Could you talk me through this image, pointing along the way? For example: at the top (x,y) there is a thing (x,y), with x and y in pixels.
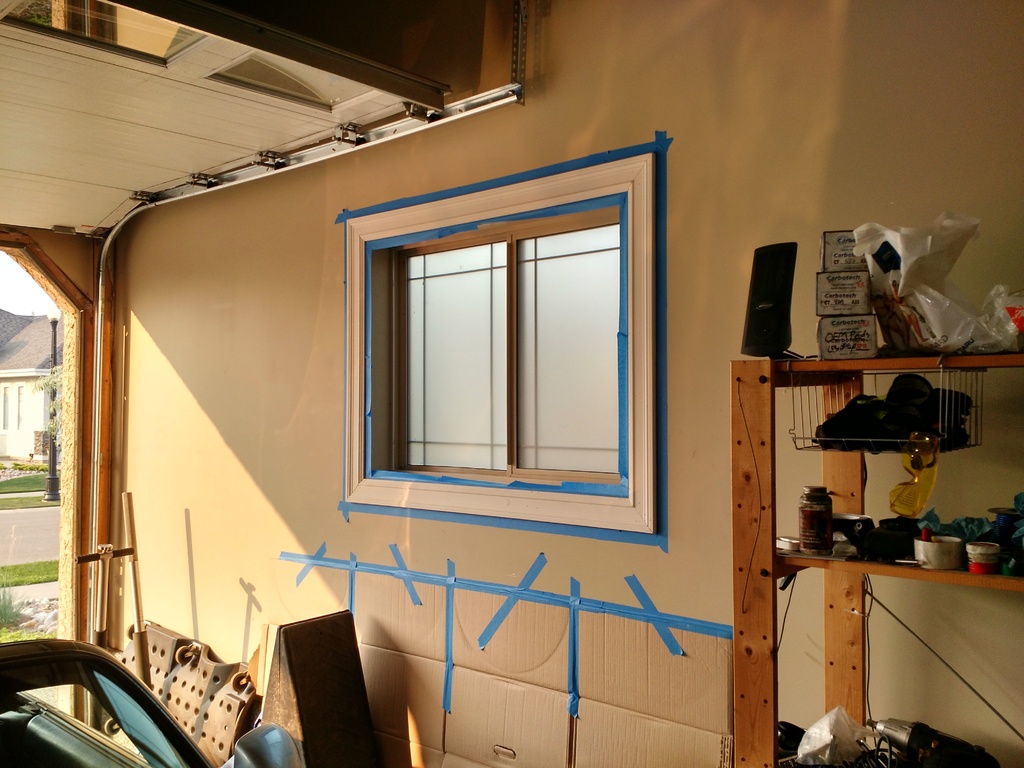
On the left (123,678) there are tools (203,678), car (80,669), glass (52,22), plants (4,620), grass (19,480), pole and building (36,350). In the center (458,269) there is a window (544,304). On the right (851,493) there is a rack (801,377), in the rack (757,370) there are boxes (855,356), speaker (767,318), cup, electronic gadgets (936,735), cover (933,313) and other objects (808,440). At the top (661,78) it is wall (975,120).
